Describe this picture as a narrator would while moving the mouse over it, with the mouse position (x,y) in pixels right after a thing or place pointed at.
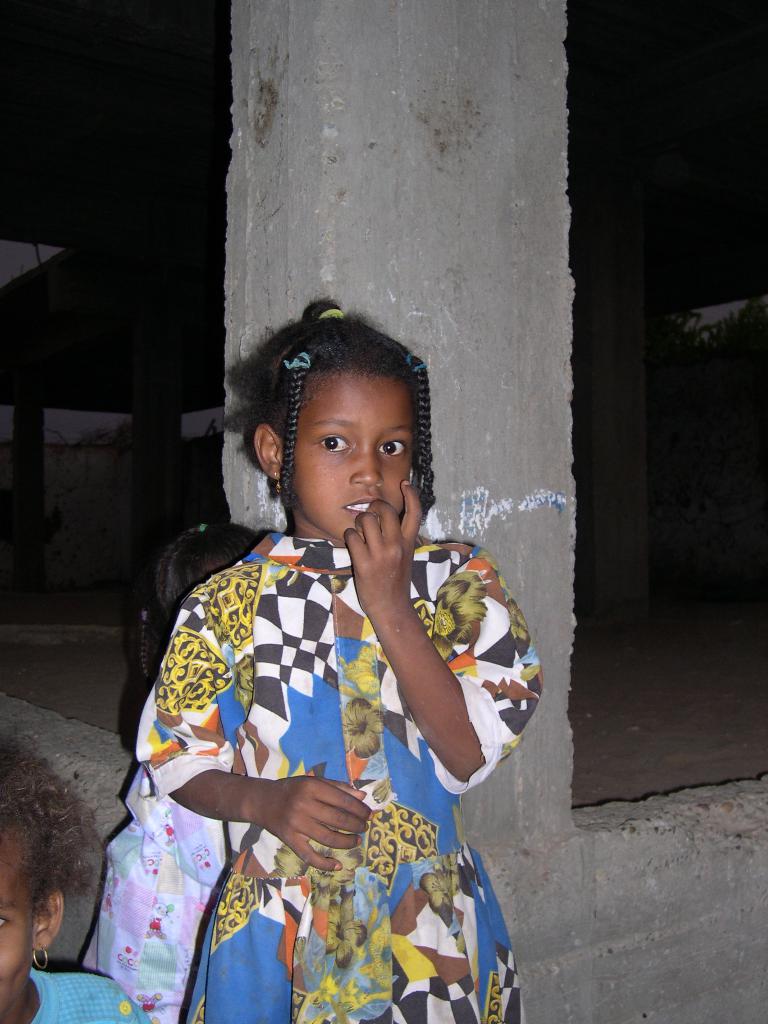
In this picture we can see there are three kids (210,746). Behind the kids (373,635) there is a building (65,364) under construction. Behind the building (548,552) there is the dark background (65,364).
